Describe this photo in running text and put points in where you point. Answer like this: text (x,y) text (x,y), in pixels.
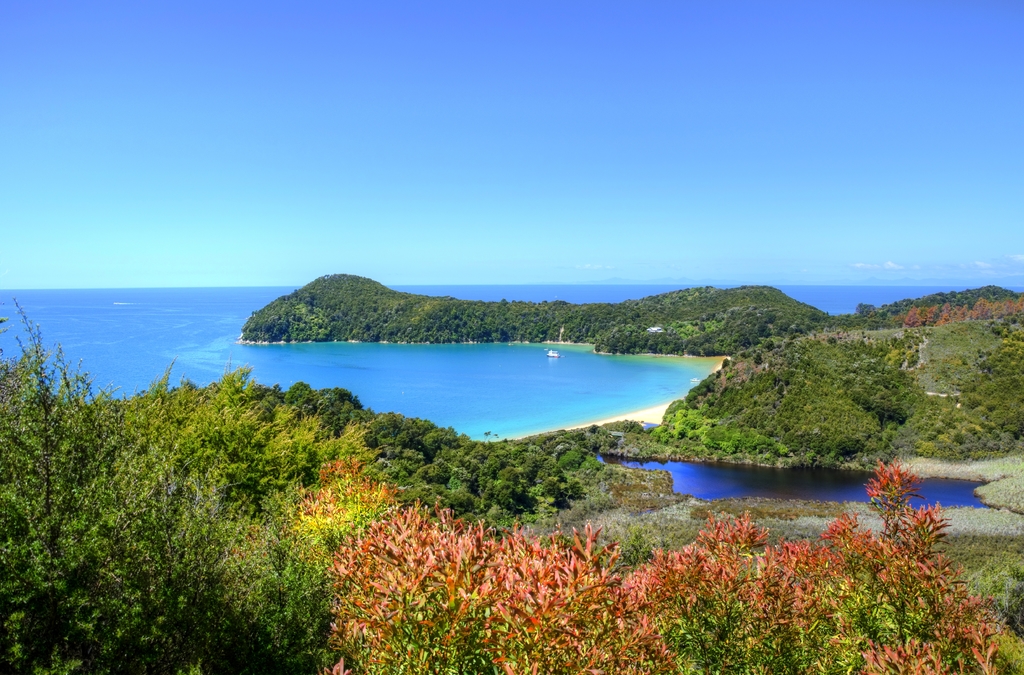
This picture is clicked outside the city. In the foreground (317,551) we can see the plants (128,523). In the center (674,371) there is a water body (372,408). In the background (225,200) there is a sky (820,206).
